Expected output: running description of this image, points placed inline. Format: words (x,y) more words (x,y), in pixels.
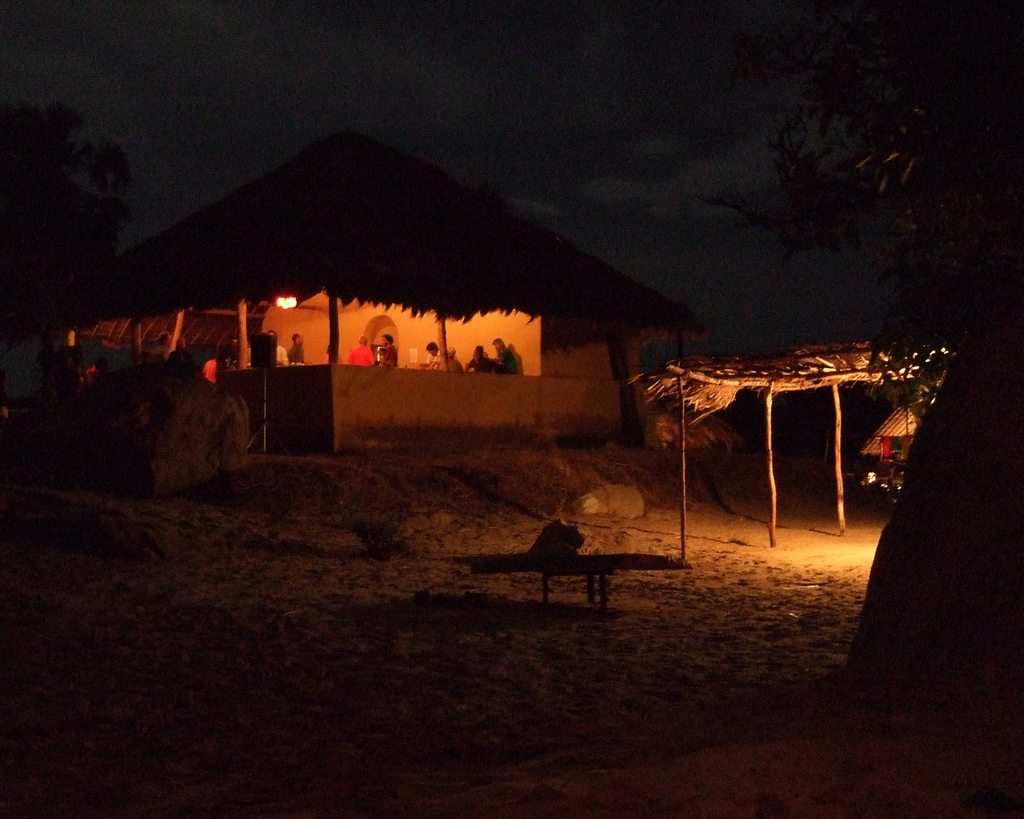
This image is taken outdoors. At the top of the image (422,88) there is the sky (690,203). The sky (693,161) is dark. At the bottom of the image (350,686) there is a ground (346,670). In the middle of the image (419,305) there is a hut (314,328) with a roof (450,288), walls (411,348) and wooden sticks (333,357) and there are a few people (432,355) sitting and a few (186,356) are standing. In the middle of the image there is a bench (645,566). On the right side of the image (886,267) there is a tree (888,69) and there is a roof (760,383) with a few wooden sticks (770,391).
